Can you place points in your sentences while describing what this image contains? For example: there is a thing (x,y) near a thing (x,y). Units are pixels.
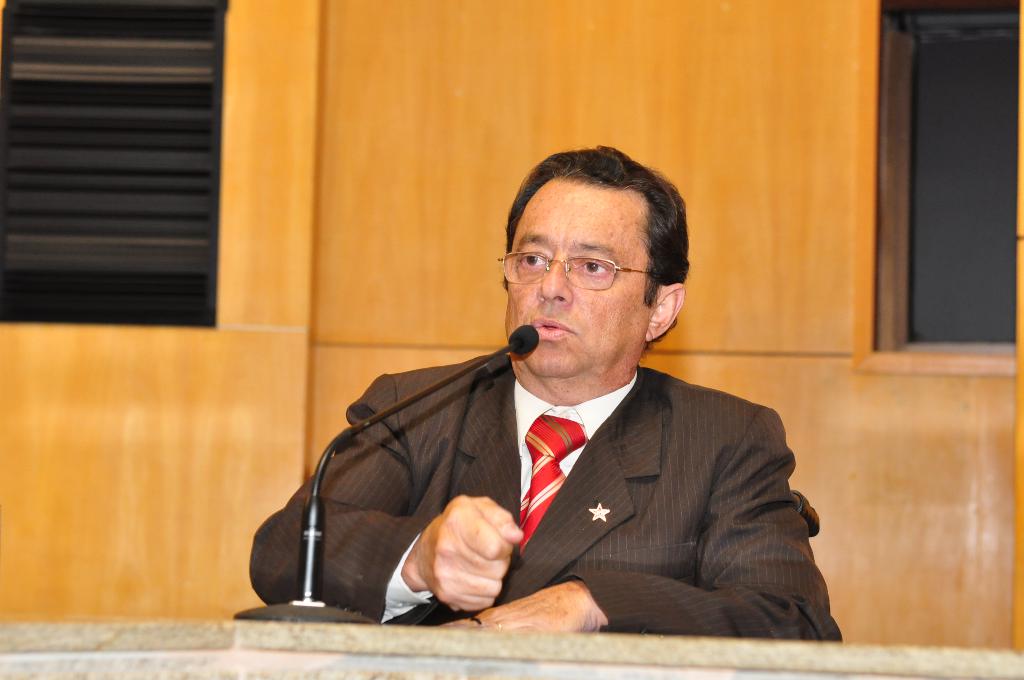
In this picture we can see a man (596,521) is talking something, there is a microphone (310,516) in front of him, in the background (421,187) there is a wall (602,72), we can see a window (958,197) on the right side (941,193).
